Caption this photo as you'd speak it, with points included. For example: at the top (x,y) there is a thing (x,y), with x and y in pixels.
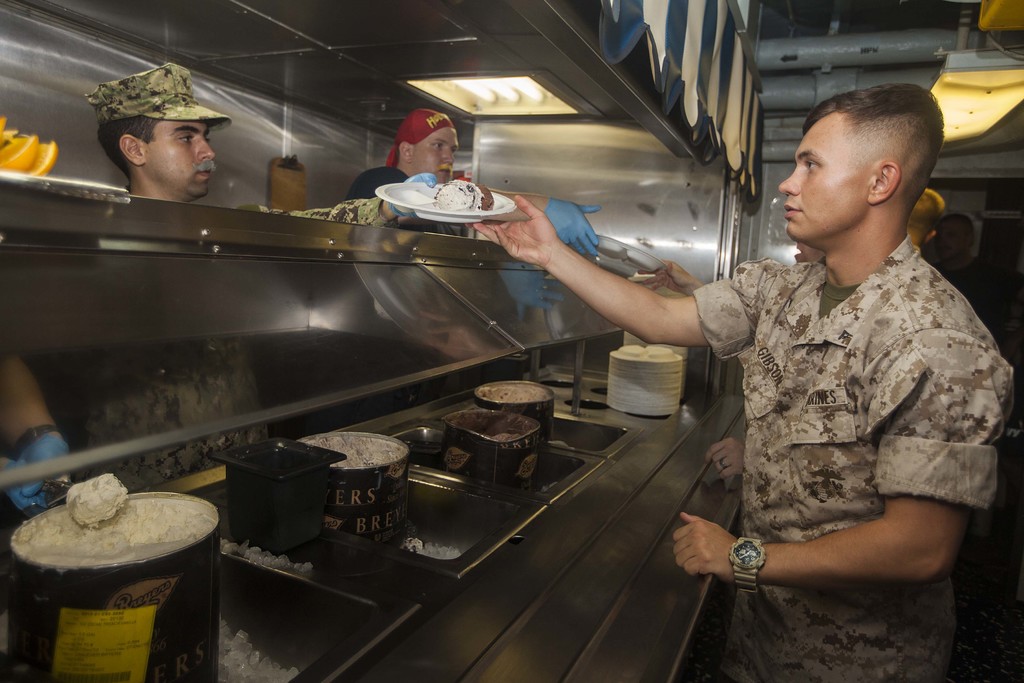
In this image we can see group of persons (920,365) standing, some persons (807,188) are wearing military uniforms (848,288), one person (189,156) is wearing cap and holding a plate (422,204) containing food (454,206). In the foreground (376,637) we can see containers (294,500) and bowls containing food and some plates (658,367) placed on the table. To the left side of the image (25,150) we can see some fruits (25,155) placed on the surface (50,190). In the background (728,112), we can see group of lights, poles (869,57) and a sheet (729,138).
